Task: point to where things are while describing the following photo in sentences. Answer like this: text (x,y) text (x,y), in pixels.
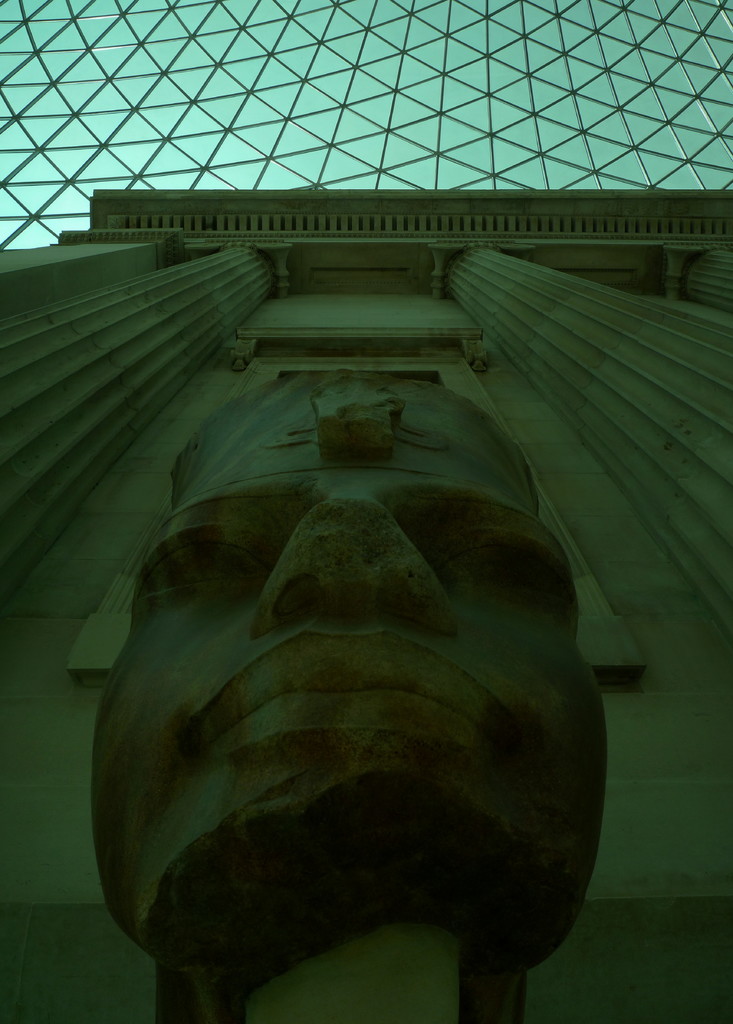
In the middle of the image (366,585) we can see a statue (432,729), at the top of the image (144,183) we can find few metal rods (378,51).
